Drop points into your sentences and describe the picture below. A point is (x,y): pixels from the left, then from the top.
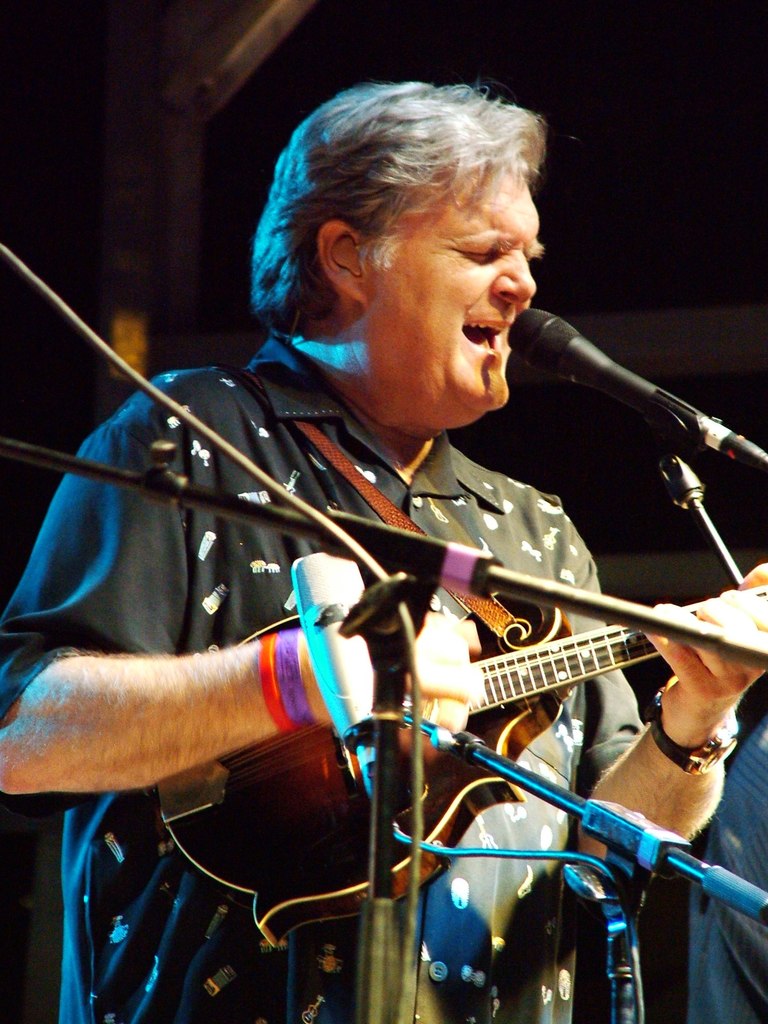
In this picture, we see the man (319,546) in the black shirt (319,546) is standing and he is holding a mandolin (558,621) in his hand (737,623). In front of him, we see the microphones (328,701). He is playing the mandolin (548,621) and he is singing the song on the microphone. In the background (154,217), we see the wooden poles (157,158). In the background (157,158), it is black in color.
